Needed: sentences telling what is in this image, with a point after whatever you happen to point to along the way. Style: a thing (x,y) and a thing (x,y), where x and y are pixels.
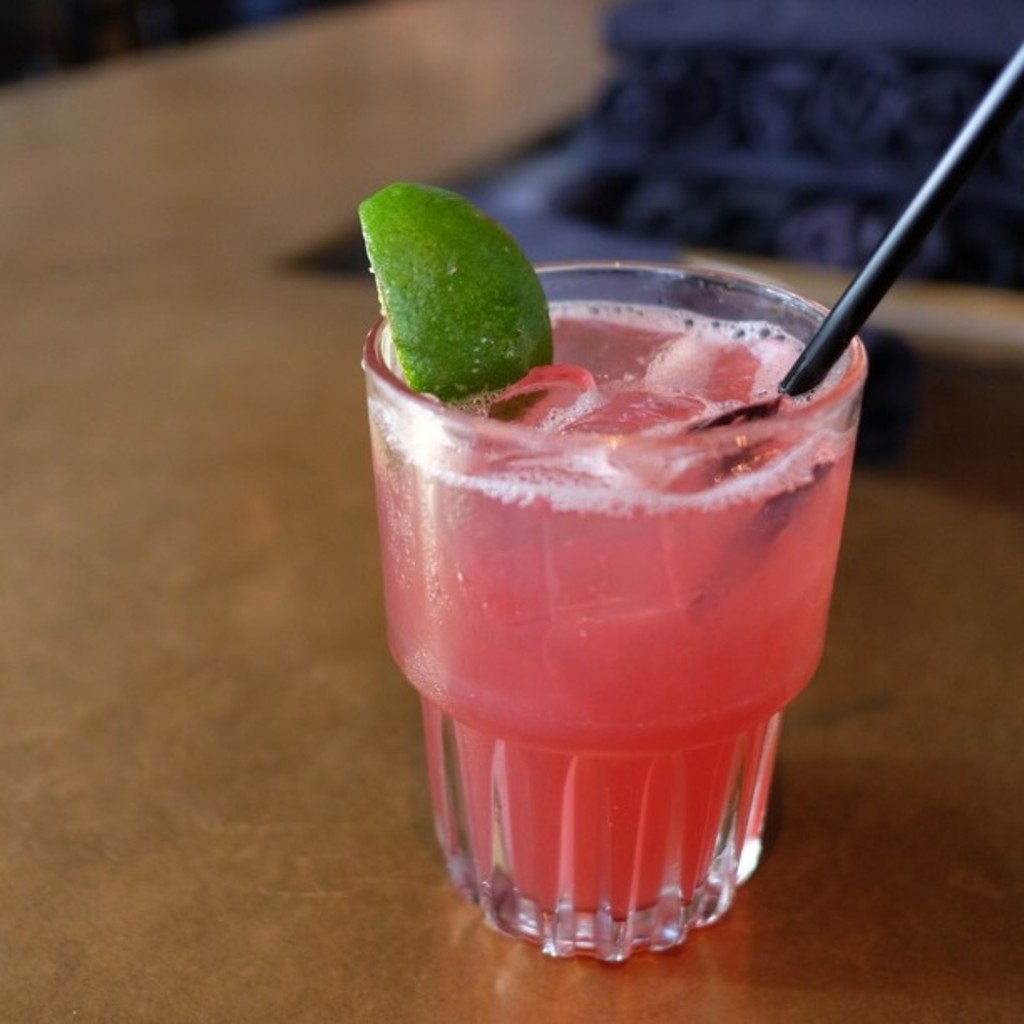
In this image we can see a glass (667,747) with drink (617,758) in it, piece of lemon (501,304) and straw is kept on the surface (277,974). This part of the image is slightly blurred.
